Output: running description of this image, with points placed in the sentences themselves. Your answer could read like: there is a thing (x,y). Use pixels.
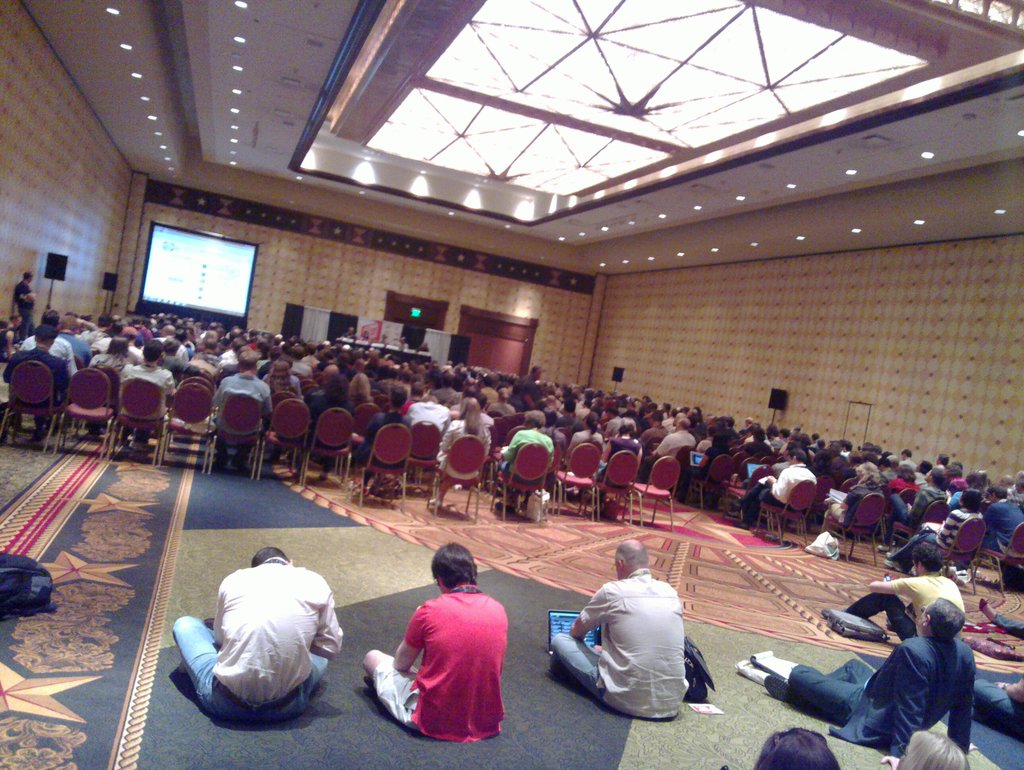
In the foreground of the picture (441,646) we can see people (253,647) sitting on the floor (980,756) and there are backpacks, laptop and other objects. In the center of the picture (460,470) there are chairs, people (138,362), speakers (59,266) and other objects (456,352). In the background (238,296) there are people (406,344), table (391,351), chair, projector screen (243,311) and wall (534,298). At the top (197,159) there are lights (583,111) and ceiling (647,191).
